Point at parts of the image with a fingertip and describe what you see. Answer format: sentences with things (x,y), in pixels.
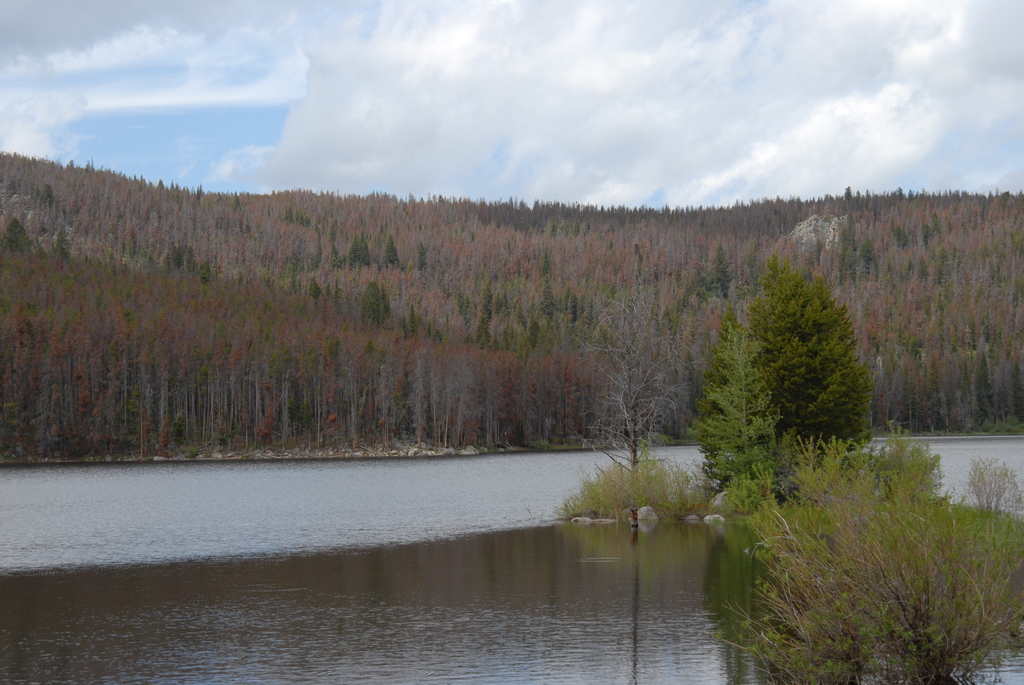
At the bottom of the image (99,682) we can see water (32,666). In the middle of the image (411,413) we can see some trees (326,207). At the top of the image (459,175) we can see some clouds (436,169) in the sky (205,164).
